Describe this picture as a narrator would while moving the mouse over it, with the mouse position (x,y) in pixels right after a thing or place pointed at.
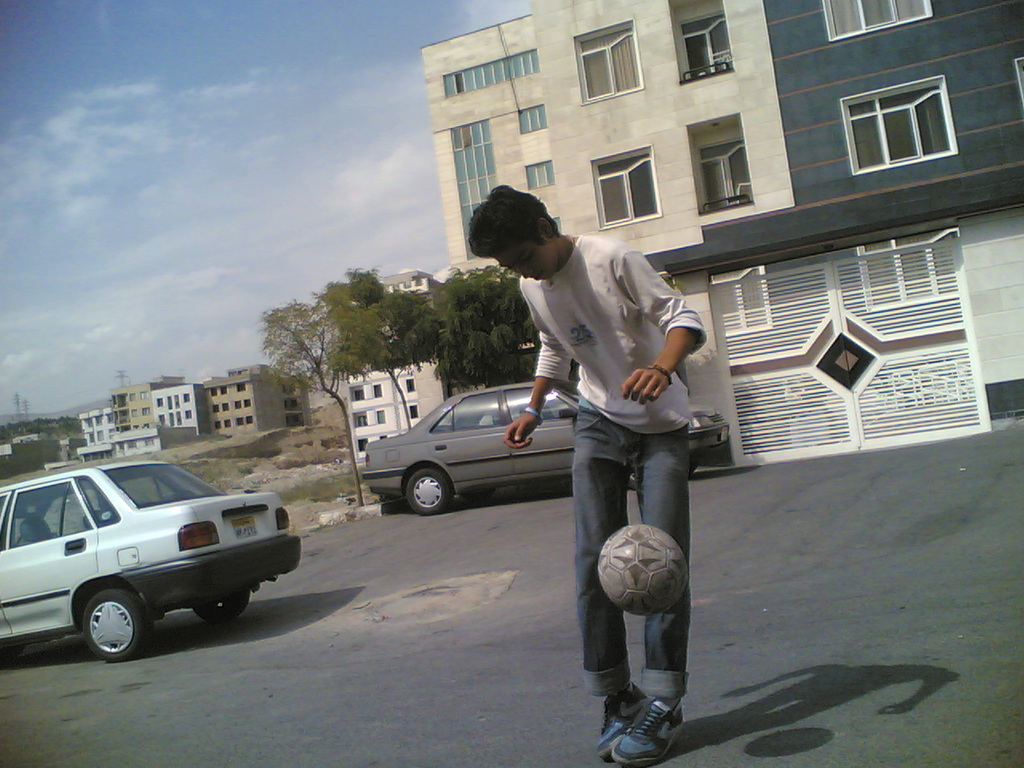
A man (614,422) is playing football on the road (462,669). Behind him there are buildings (984,187), two cars (461,445), trees (277,339), sky (153,287) with clouds (202,257).
